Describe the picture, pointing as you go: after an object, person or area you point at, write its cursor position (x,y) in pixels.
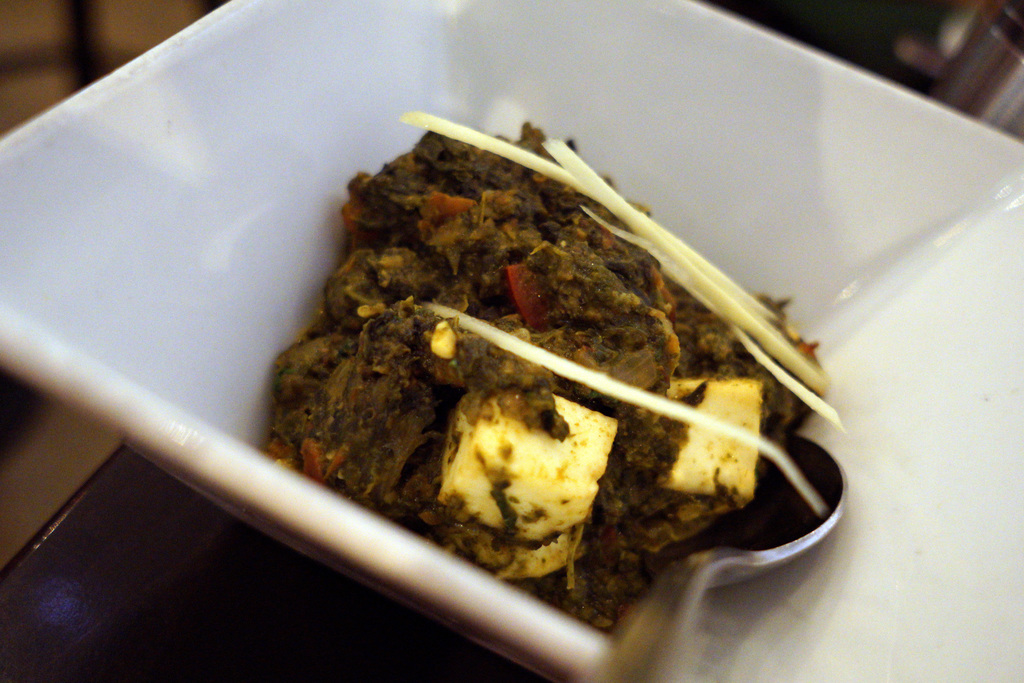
In the image there is some cooked food item (481,301) served in a cup (717,176) and there is also a spoon (678,628) beside the food (559,438).
